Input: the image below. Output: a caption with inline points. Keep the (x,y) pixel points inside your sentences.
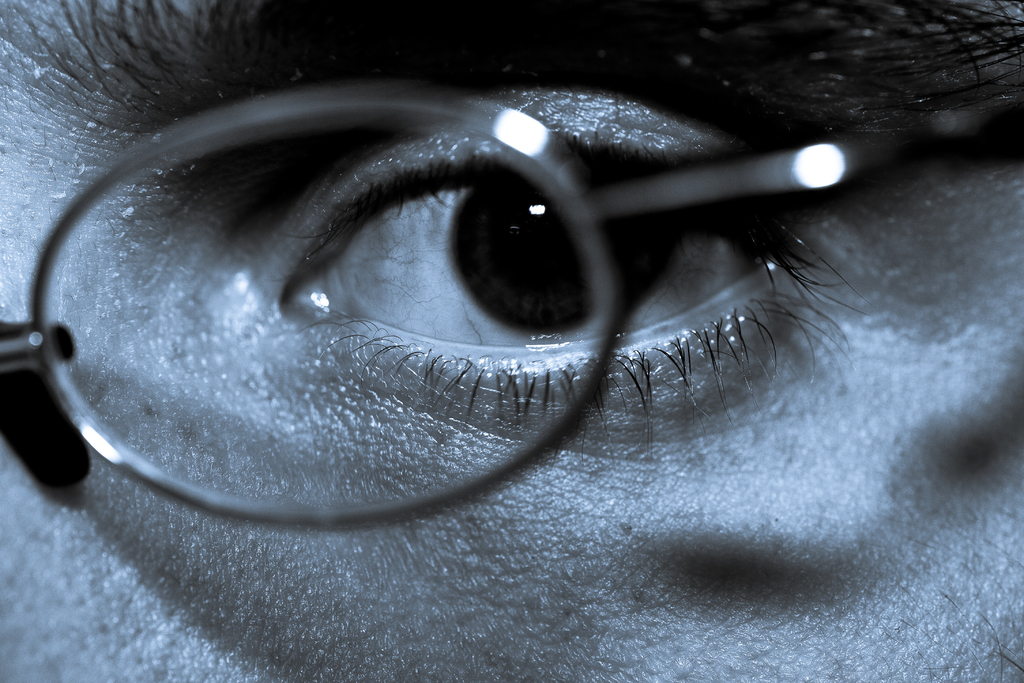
In this image we can see an eye (424,351) of a person (489,444) and glasses (464,493).
